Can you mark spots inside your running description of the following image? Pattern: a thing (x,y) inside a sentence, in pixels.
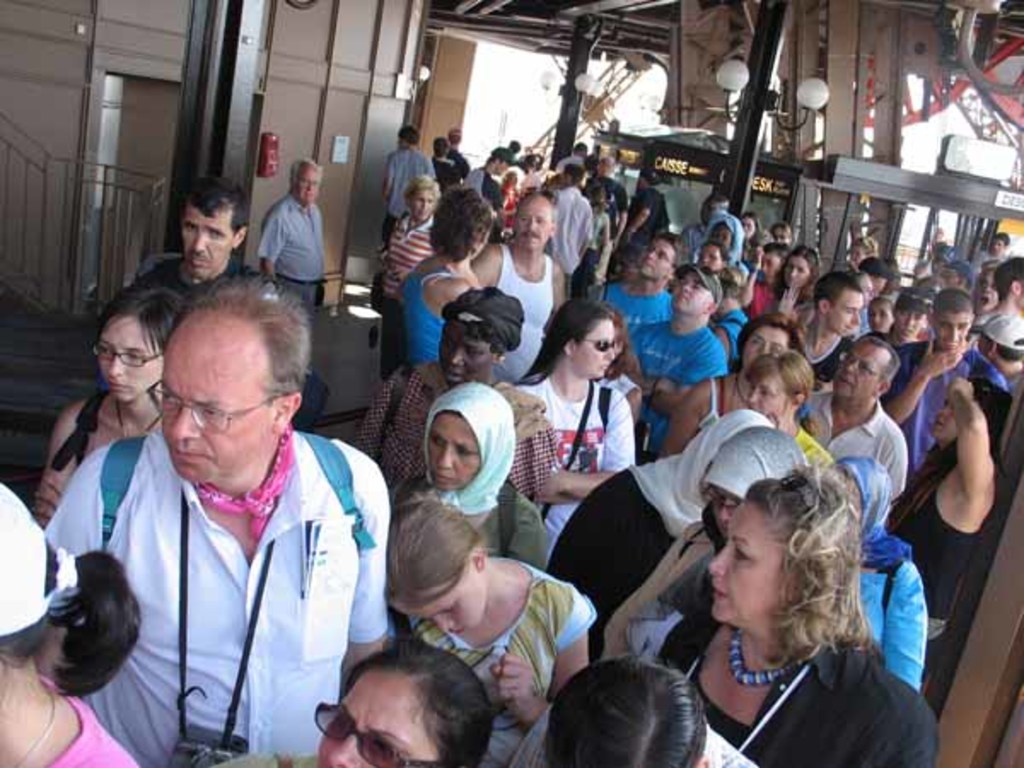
In this image I can see group of people (391,197) standing. In front (269,653) the person (281,638) is wearing white color shirt (318,682). In the background (563,96) I can see few light poles (552,77) and I can see few cupboards (300,49) in cream color.
